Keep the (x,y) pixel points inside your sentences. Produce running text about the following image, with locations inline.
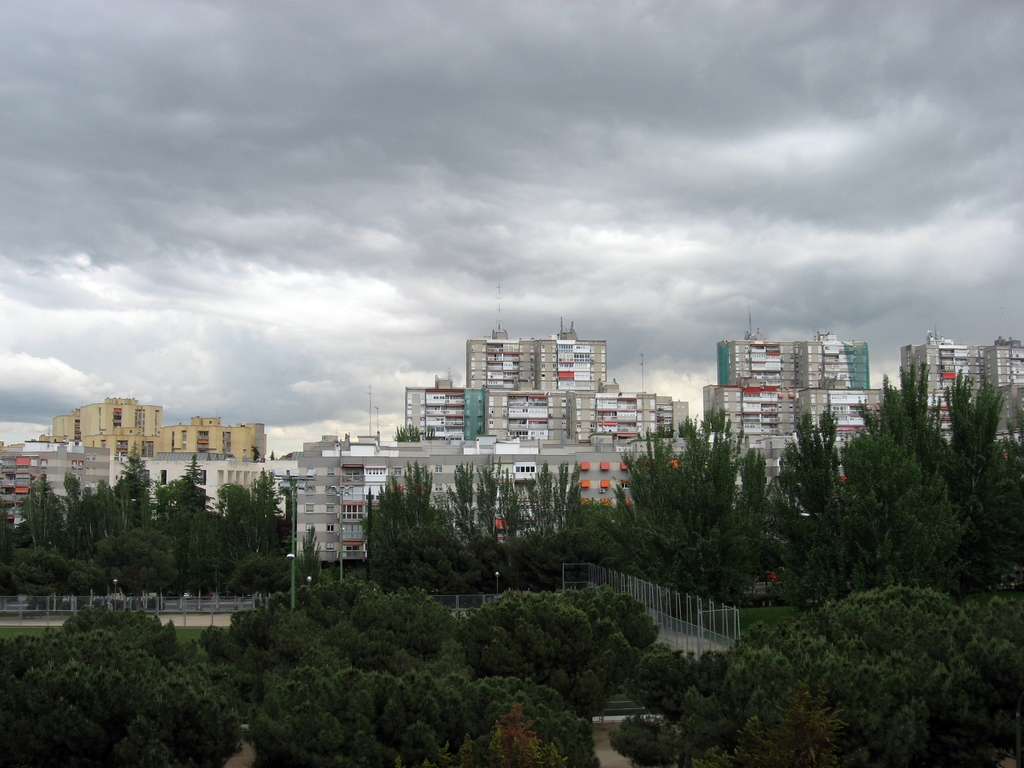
In this picture we can see trees (507,747), fences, poles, buildings (443,438) with windows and in the background (344,105) we can see the sky (498,240) with clouds (712,263).
